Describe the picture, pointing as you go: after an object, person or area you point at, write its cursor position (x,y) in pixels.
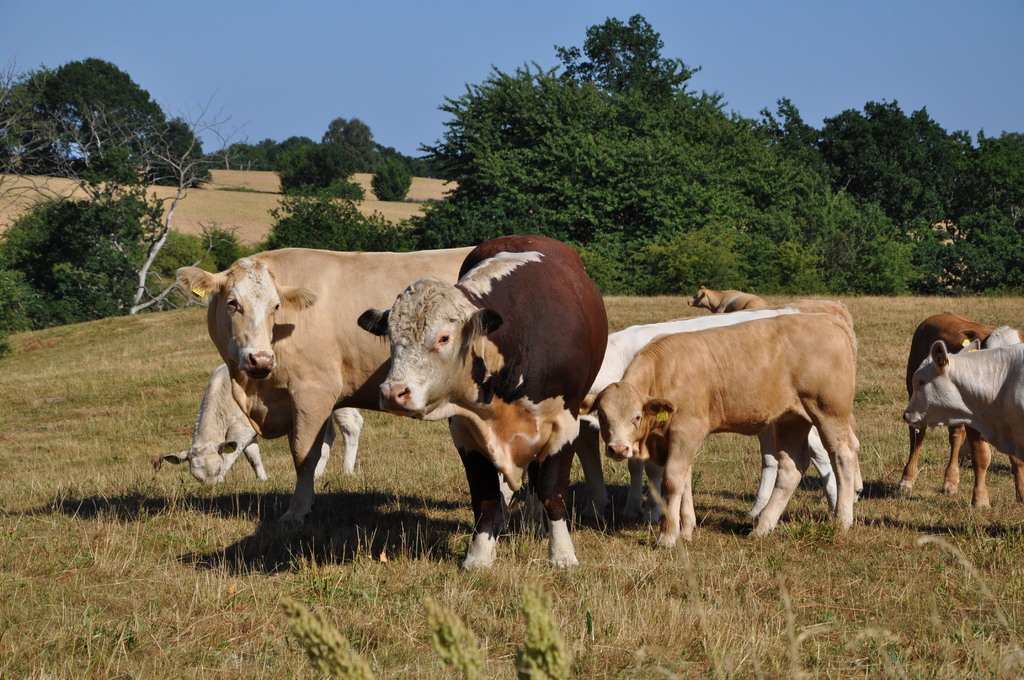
In this image I can see grass ground (31,479) and on it I can see few shadows (335,532) and number of cows (331,328) are standing. In the background (488,113) I can see number of trees (757,172) and the sky (502,66).
